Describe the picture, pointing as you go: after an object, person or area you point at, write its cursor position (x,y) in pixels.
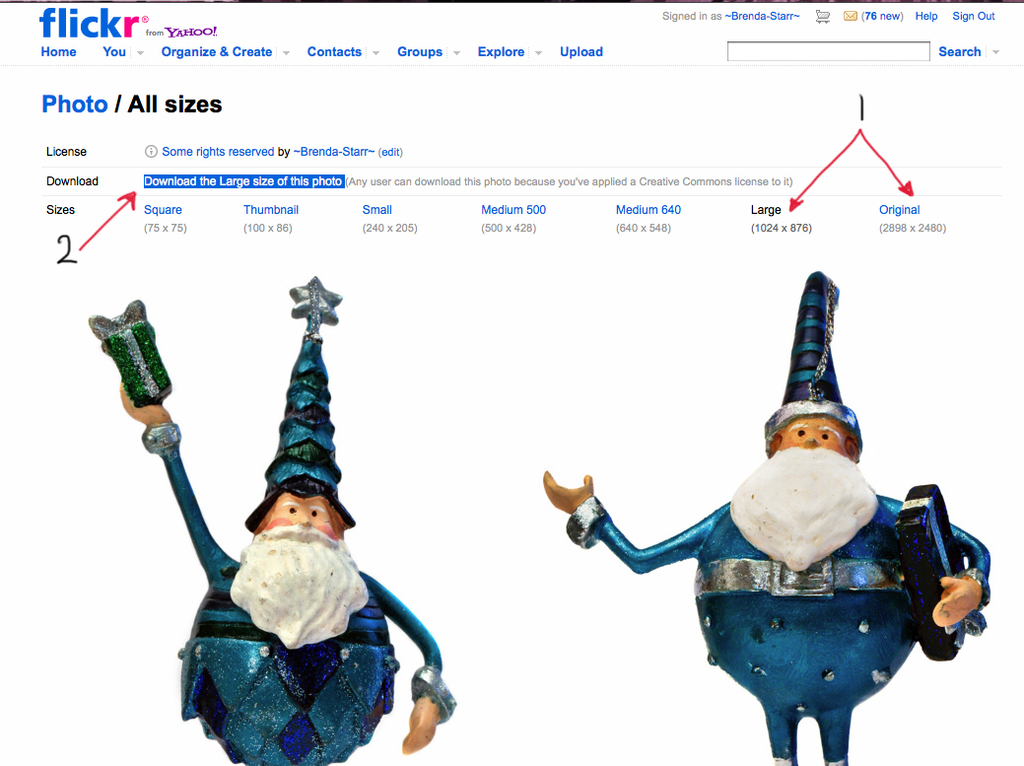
In this image, we can see a page (729,388). In this page (471,495), we can see toys (617,533). Top of the image (543,208), we can see some text (426,183) and arrows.
